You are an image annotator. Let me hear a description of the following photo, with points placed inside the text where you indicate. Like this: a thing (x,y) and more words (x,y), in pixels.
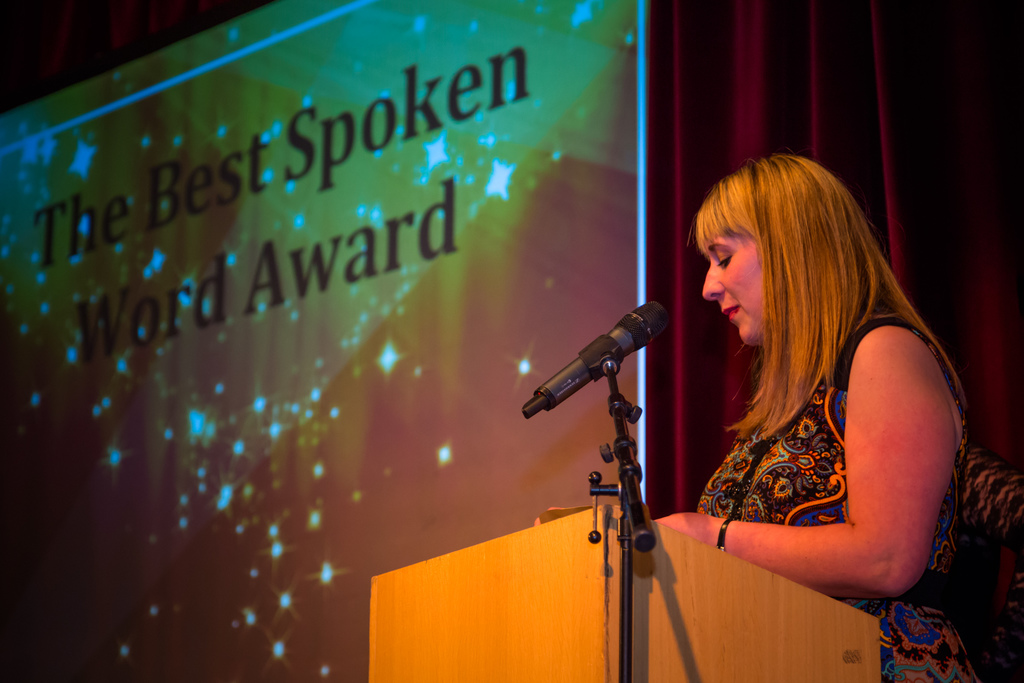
In this image there is a woman (852,431) standing. Before her there is a podium (610,568). Beside it there is a mike stand (627,421). Right side (710,344) there is a curtain (947,205). Left side (294,433) there is a screen (601,228) having some text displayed on it.
